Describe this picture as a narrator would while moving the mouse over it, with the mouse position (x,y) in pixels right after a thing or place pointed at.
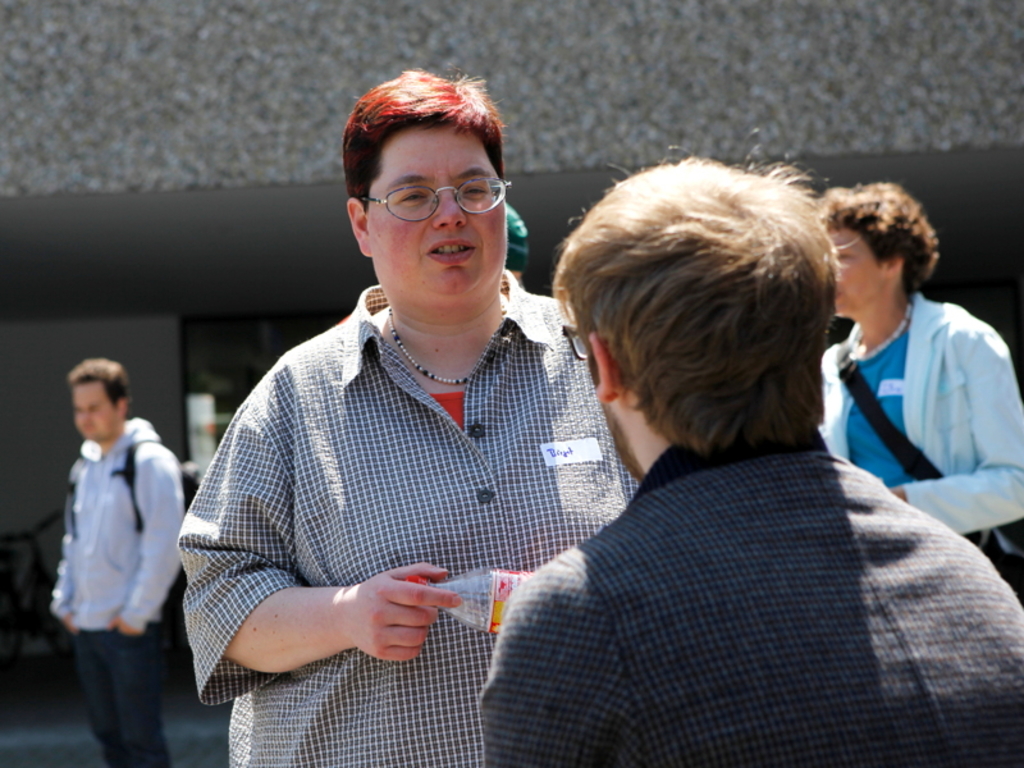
In this picture we can see the group of people (555,433) seems to be standing on the ground (195,740) and we can see a bottle (472,620), sling bag (997,553) and a backpack (136,497). In the background (449,63) we can see the wall (145,343) and many other objects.
